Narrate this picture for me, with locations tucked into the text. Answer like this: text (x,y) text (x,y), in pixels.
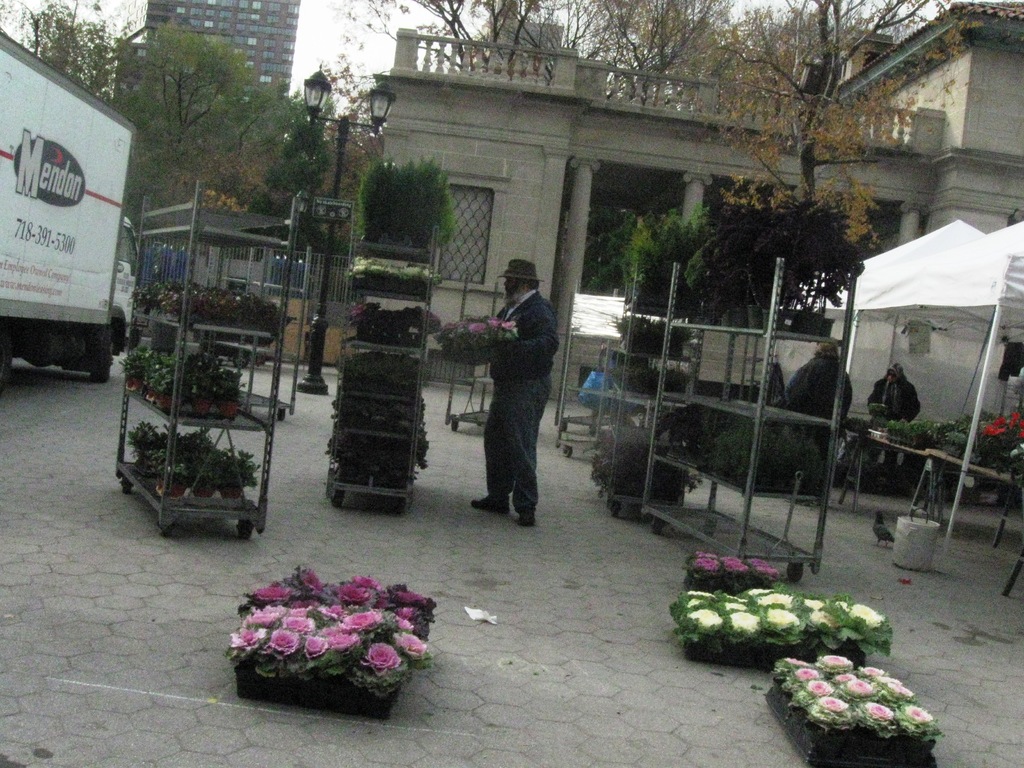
In the foreground of the picture (384,609) there are flowers (393,644) which are in pink and white color. On the right side (995,299), we can see a some tents (1007,303), under the tent (1008,316), we can see a table (940,462) and some flower pot (951,427) with flowers (1007,435). In the middle of the image (526,302), we can also see a man (553,336) standing and holding a flower pot (506,332) in his hand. On the left side (261,328), we can see two shelf (380,344), on the shelf (220,330), we can see flower pot (224,376) and plants (223,391). On the left side (121,270), we can see a vehicle (71,148). In the background (826,200), we can see some plants (781,218), trees (290,148), building (394,140), tower (270,25), glass window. At the top (401,18), we can see a sky (369,18), at the bottom (813,512), we can also see a road (884,512).
